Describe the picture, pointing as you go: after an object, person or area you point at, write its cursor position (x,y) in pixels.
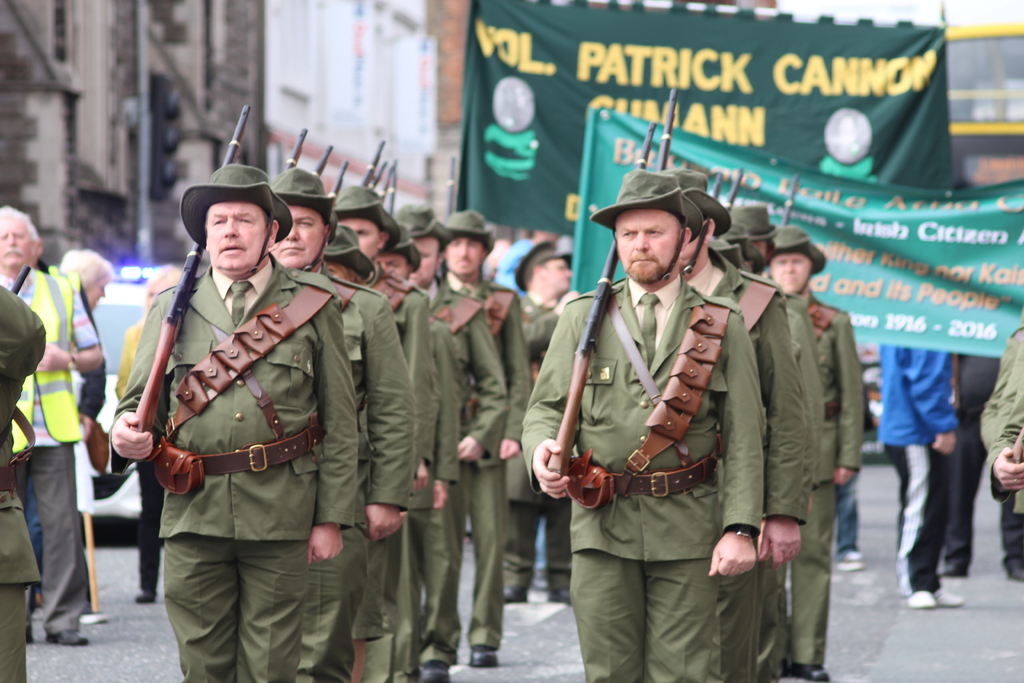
In the foreground of this image (481,415), there are men (638,390) standing in lines holding guns (170,315) on the road (531,660). Behind them, there are people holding banners (626,139). On the left (45,303), there are people (53,477) and a car (112,316) on the road (107,571). At the top (175,62), it seems like buildings (205,21) and a pole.
